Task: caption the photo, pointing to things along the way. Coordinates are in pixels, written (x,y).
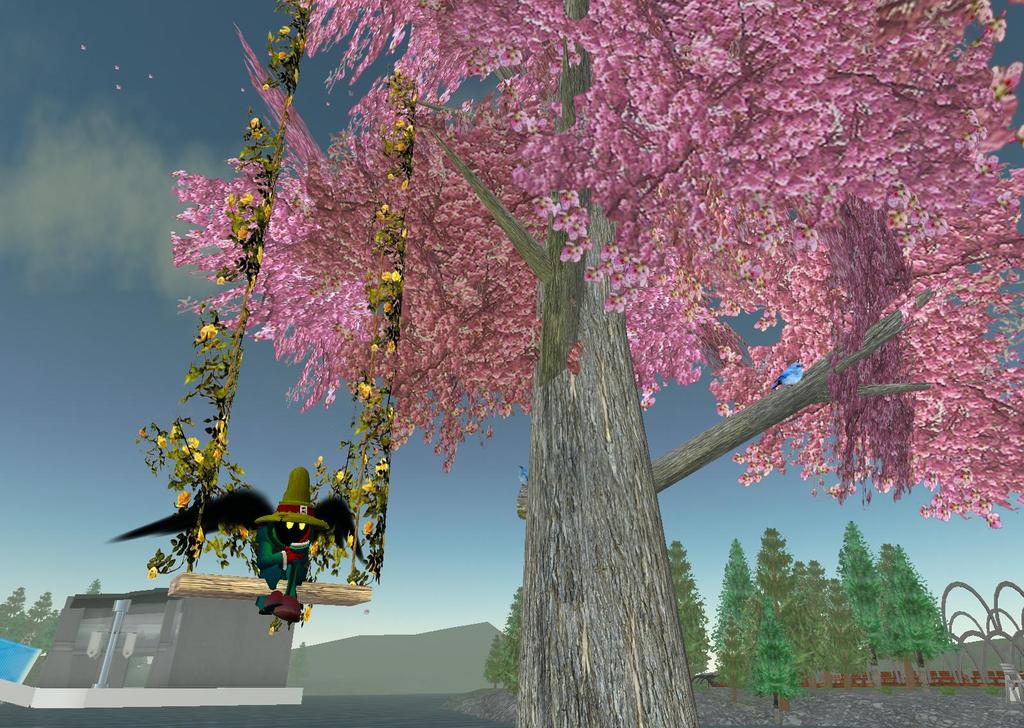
This image is an animation. In this image we can see trees (844,574). On the left (259,579) there is a swing (348,543) and we can see a character (288,544) on the swing (259,579). In the background (300,633) there are hills (457,630) and sky (327,617). On the left (183,650) there is a shed (206,666).
